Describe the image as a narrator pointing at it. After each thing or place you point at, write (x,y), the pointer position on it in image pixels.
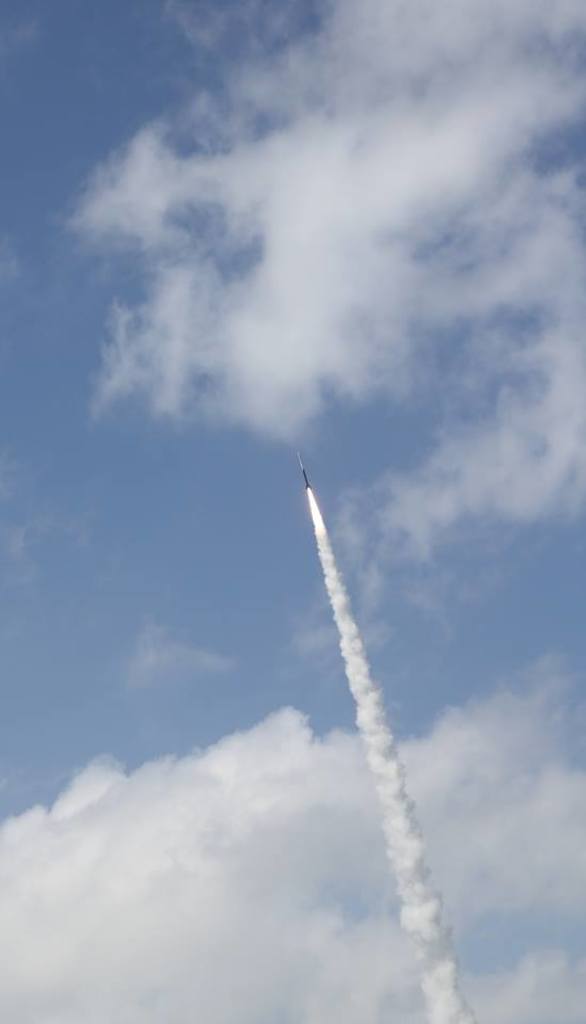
This picture is clicked outside. In the center (307,498) we can see a rocket (300,460) in the air (238,492) and we can see the smoke (370,731). In the background (142,470) we can see the sky (174,447) with the clouds (249,812).
